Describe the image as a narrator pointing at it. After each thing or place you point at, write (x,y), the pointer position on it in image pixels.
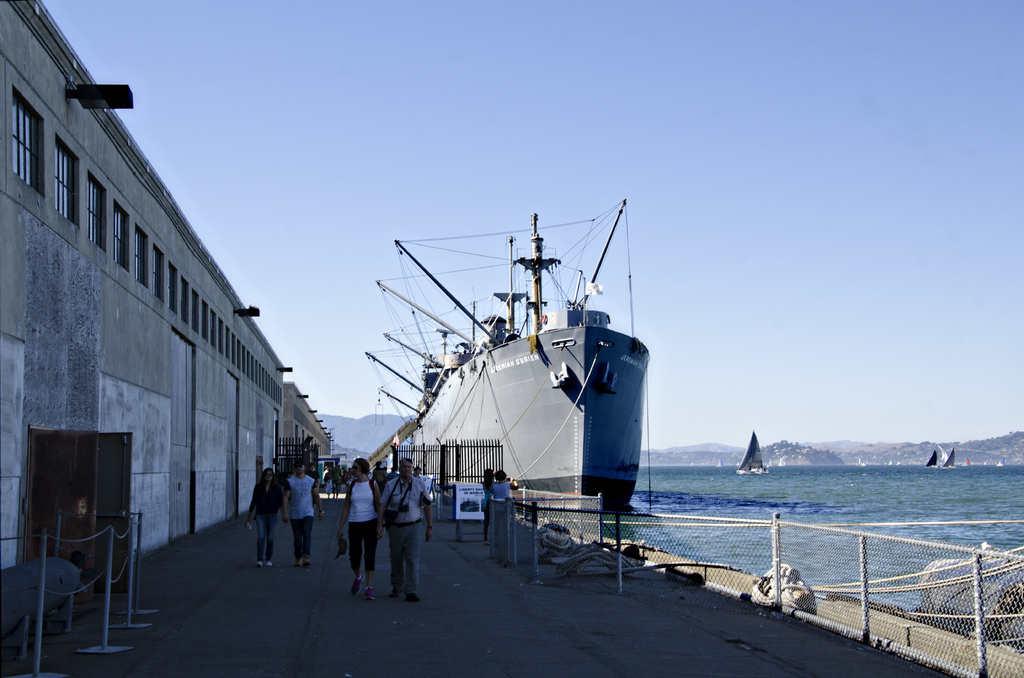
This image is clicked on the road (379,607). There are people (353,511) walking on the road (334,515). To the left (69,378) there is a wall (129,358) of the house (190,370). There are windows (233,357) and lights (237,309) to the wall (177,249). In the bottom left (74,496) there is a door (97,516) to the wall (71,399). There is a railing (105,567) near the door (93,558). On the other side of the road (475,539) there is a railing (534,520). Behind the railing (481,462) there is the water (715,500). There is a ship (499,423) on the water (783,496). In the background (700,450) there are mountains (671,452) and boats (897,464) on the water (851,467). At the top (421,115) there is the sky (391,112).
